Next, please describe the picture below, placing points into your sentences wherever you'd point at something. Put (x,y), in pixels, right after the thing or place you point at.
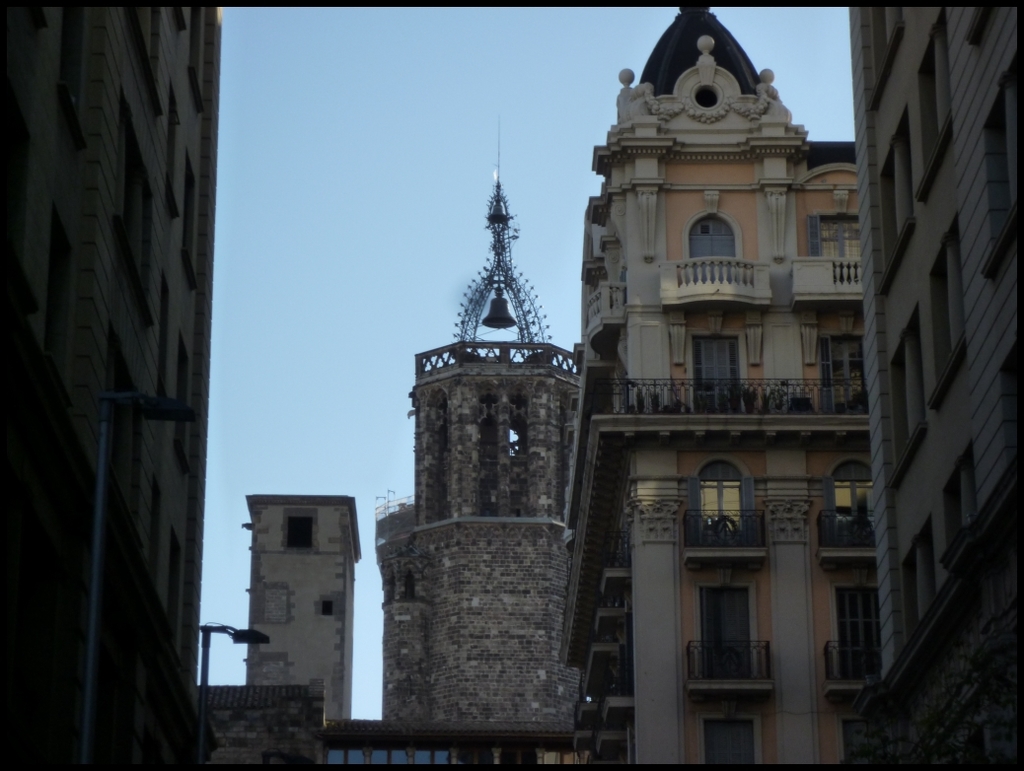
In the picture, there are many buildings (680,455) one beside the other and they have a lot of windows (833,247) and doors (711,361) and in the background (337,133) there is a sky (414,163).
